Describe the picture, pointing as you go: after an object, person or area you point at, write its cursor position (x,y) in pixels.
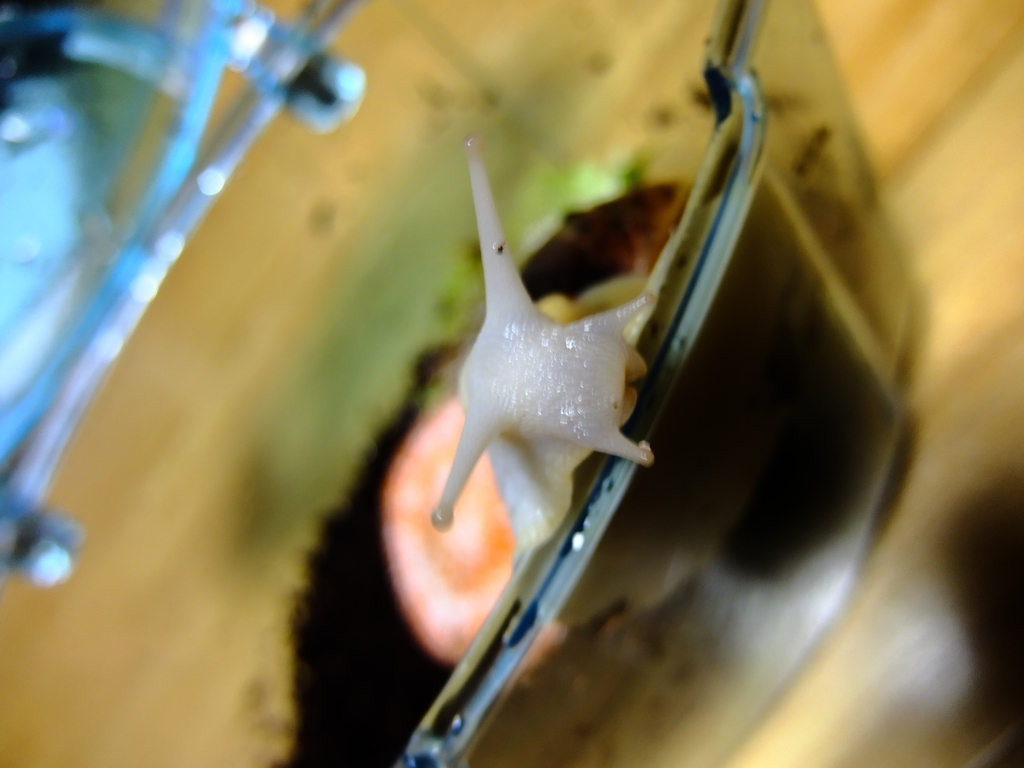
In this image, we can see a snail (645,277). In the background (442,397), image is blurred.
